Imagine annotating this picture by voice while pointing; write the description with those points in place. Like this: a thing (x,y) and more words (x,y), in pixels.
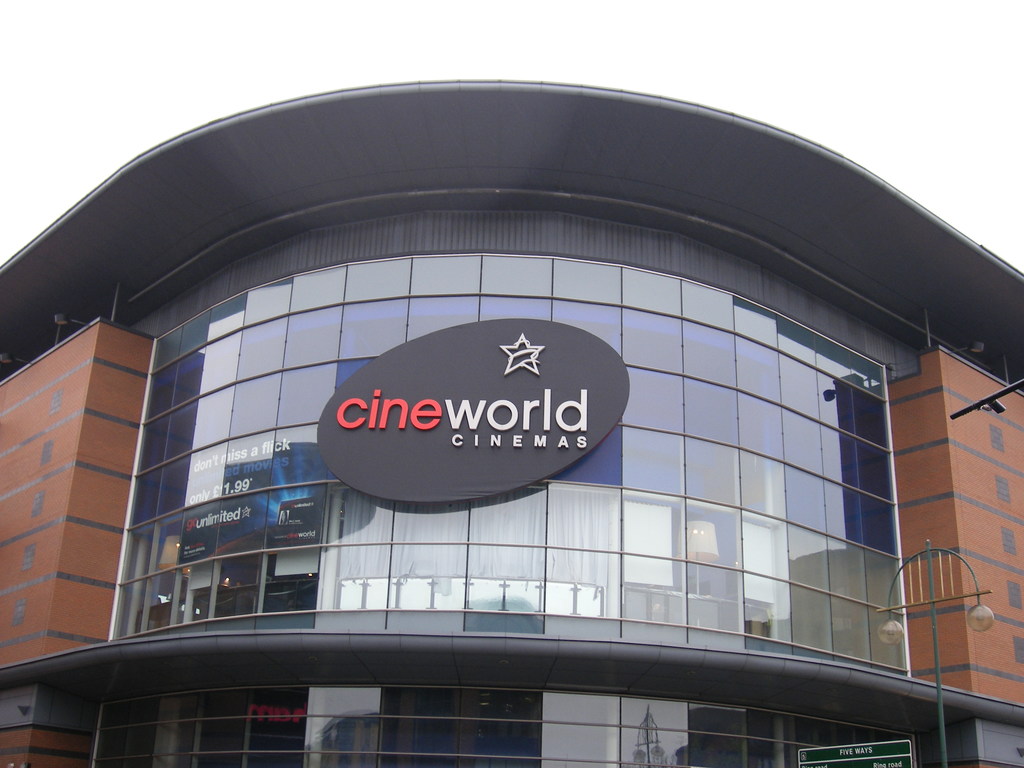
In the center of the image (489,270) there is a building (139,596). there is a glass (569,517) on it. At the top of the image (635,70) there is sky (451,26). There is a light pole (947,571) at the right side of the image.
